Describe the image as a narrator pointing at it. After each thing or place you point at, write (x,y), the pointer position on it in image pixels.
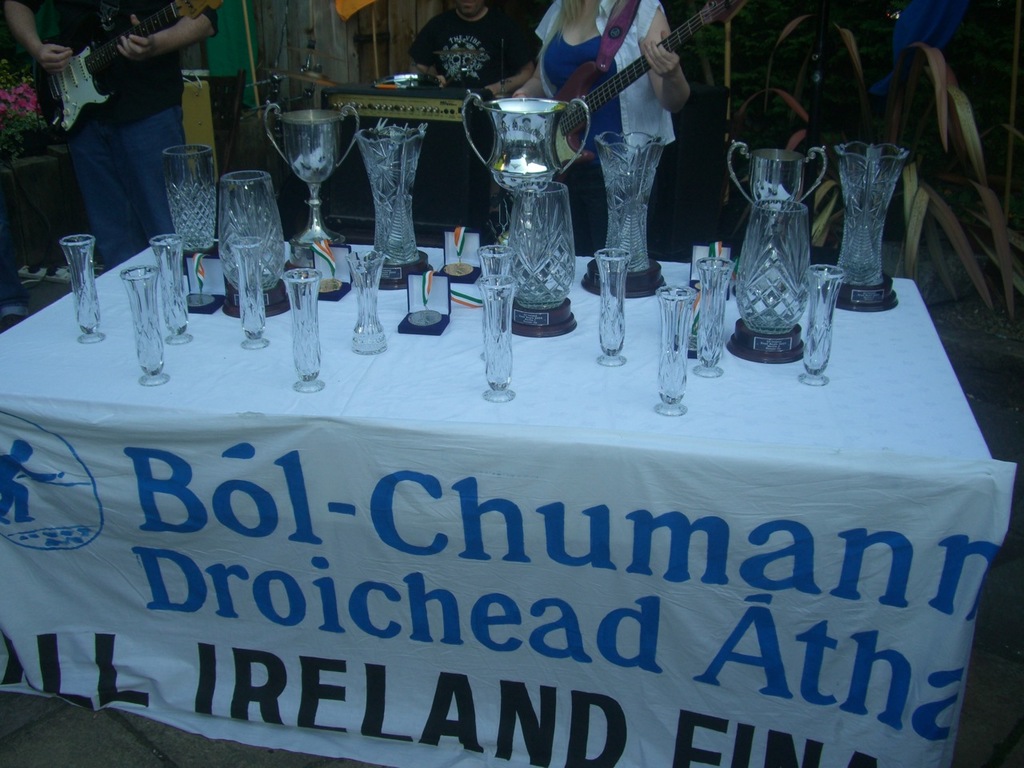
In the picture we can see a table (504,635) which is covered with a table cloth (106,377), on it we can see some glasses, jars (775,335) and some prize cups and behind the table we can see some people (98,133) are standing and giving a musical performance holding some musical instruments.
